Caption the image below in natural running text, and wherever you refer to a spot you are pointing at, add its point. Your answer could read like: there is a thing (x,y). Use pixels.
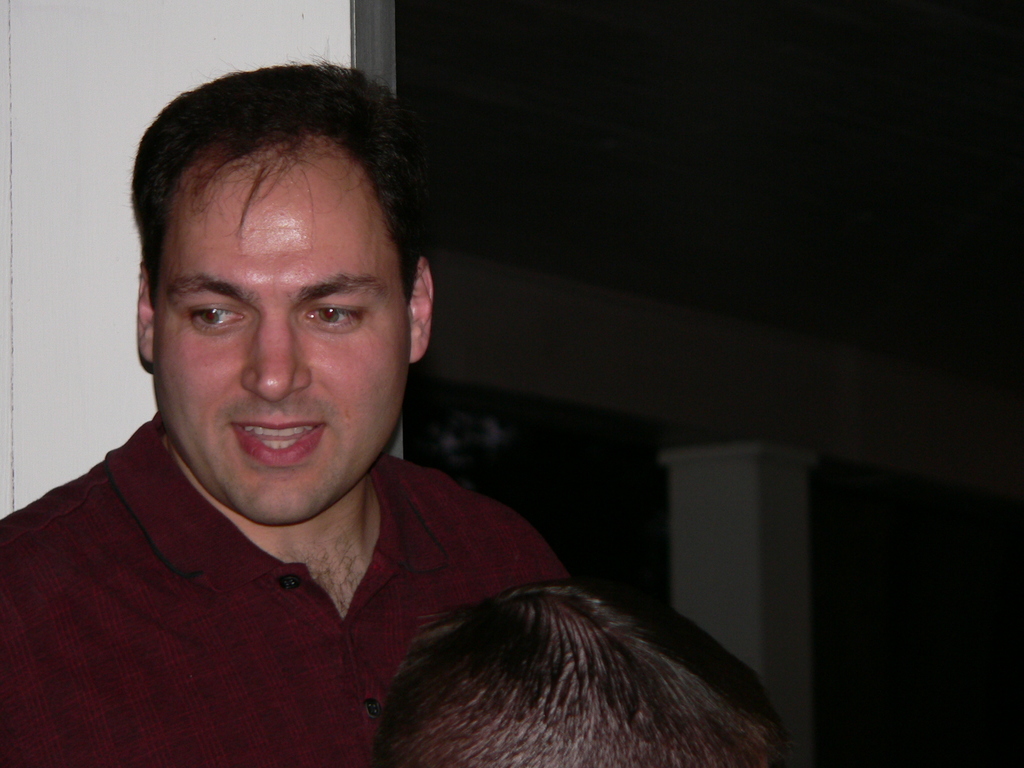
In this picture we can see a man (311,411), he wore a maroon color T-shirt (186,500), in front of him we can see another person (626,649).
